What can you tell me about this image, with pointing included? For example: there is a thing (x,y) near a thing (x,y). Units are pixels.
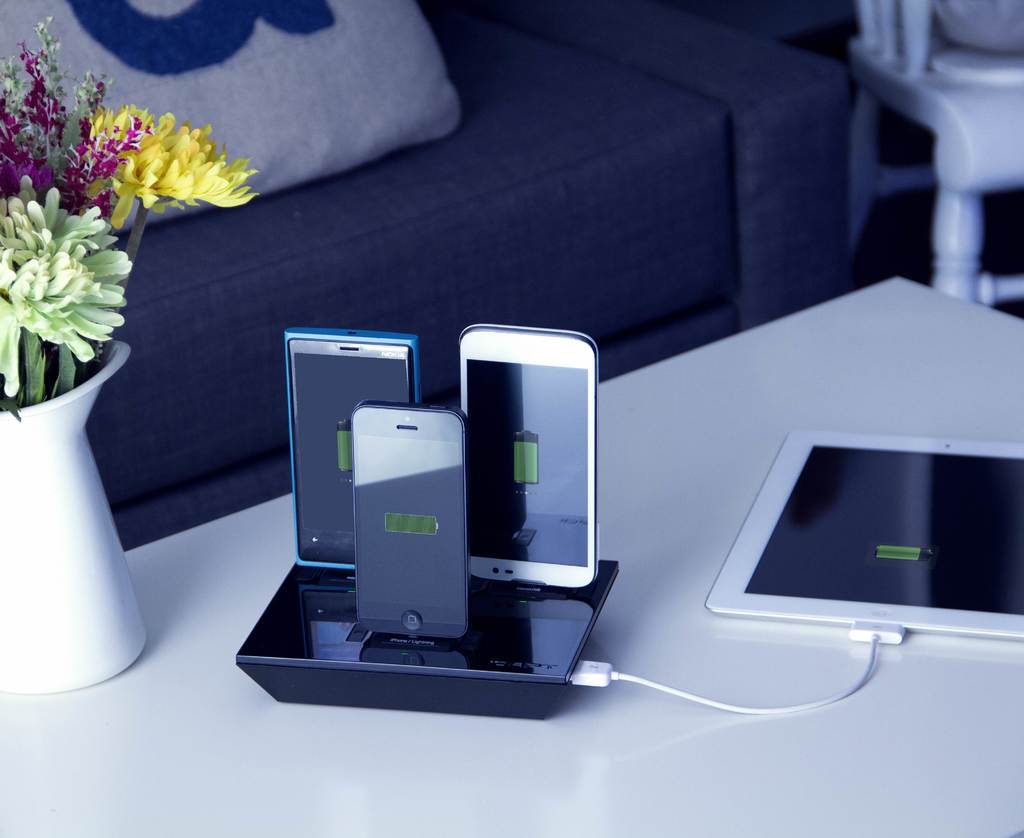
In the center of the image (602,545) there is a table (844,315), on which there is a flower vase (105,587). There are three phones (565,493). There is a ipad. In the background of the image (601,296) there is a sofa (761,215) and a pillow (436,129) on it. To the right side of the image (945,262) there is a chair (1000,56).
